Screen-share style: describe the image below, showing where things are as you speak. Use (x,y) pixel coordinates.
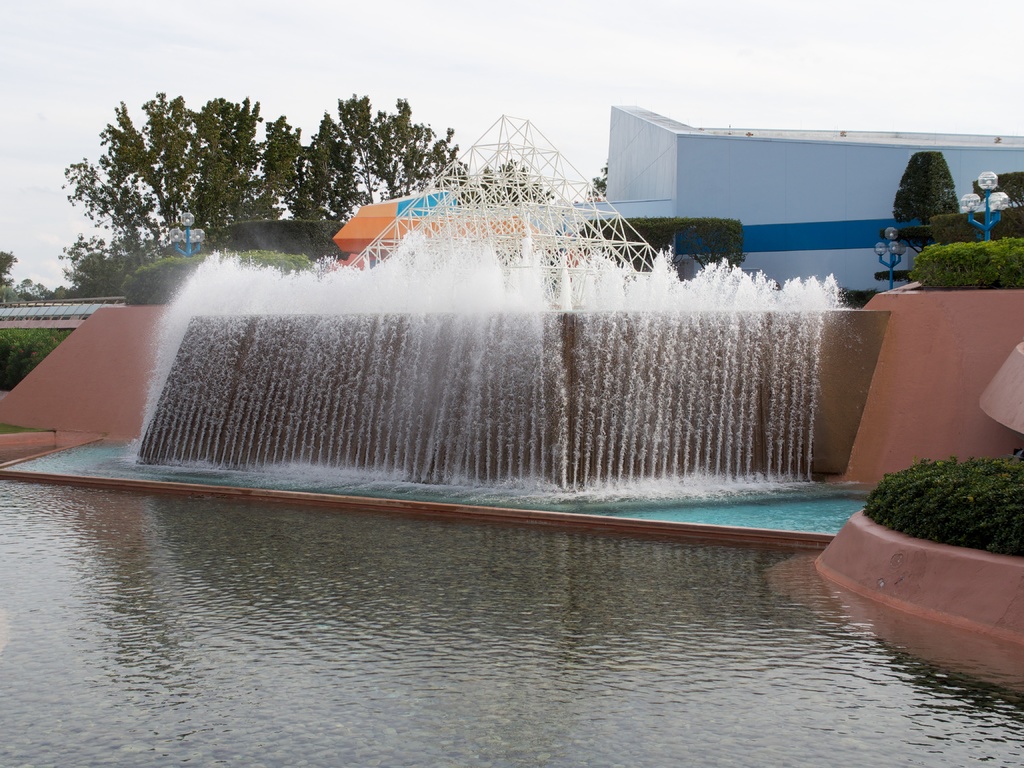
In this image there is a reflecting pool (522,676), near to the reflecting pool (193,541) there is a fountain (568,431), in the background (211,158) there are trees (929,184), building (766,171) and a sky (501,44).
